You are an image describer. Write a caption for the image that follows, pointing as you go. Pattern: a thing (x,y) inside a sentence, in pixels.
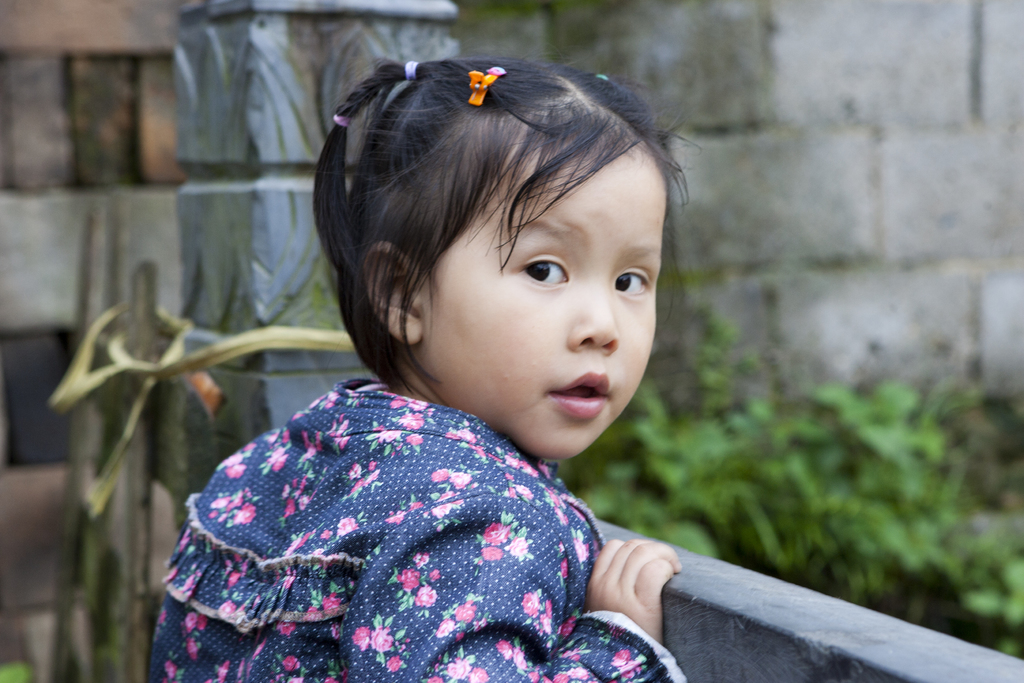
Here we can see a girl (408,609). Background (744,492) we can see wall (513,51) and plants (736,477).
